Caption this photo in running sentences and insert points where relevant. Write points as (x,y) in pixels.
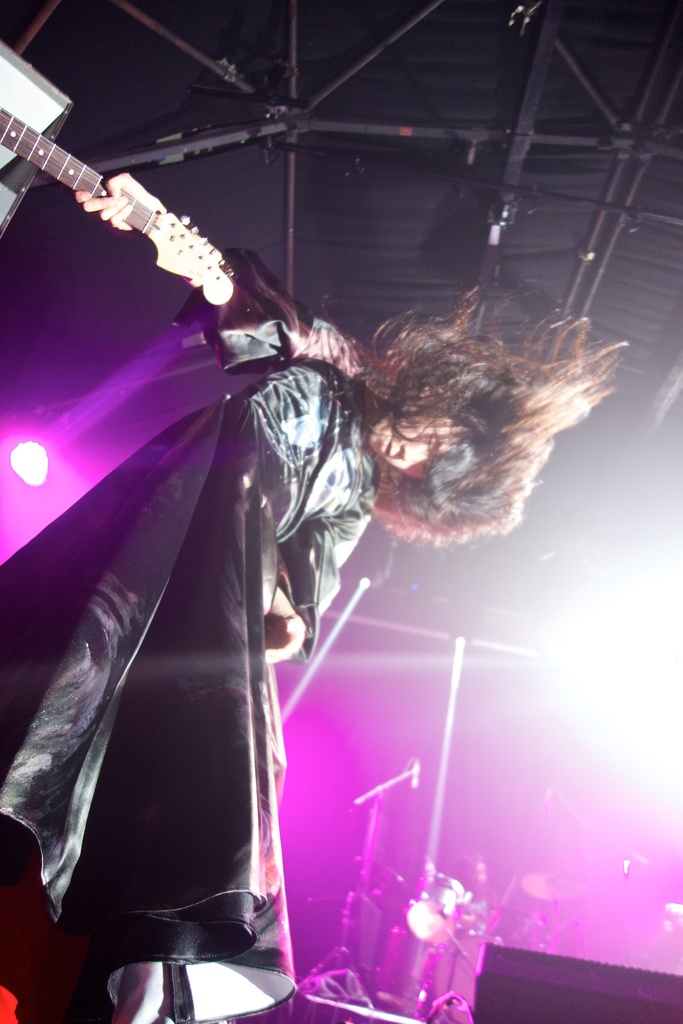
In this image a person (40,570) is holding a guitar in his hand (87,205). Beside there is a person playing musical instrument (432,909). Few lights (36,450) are attached to the rods (505,176). There are few mike stands (346,938) on the stage (370,1023).
